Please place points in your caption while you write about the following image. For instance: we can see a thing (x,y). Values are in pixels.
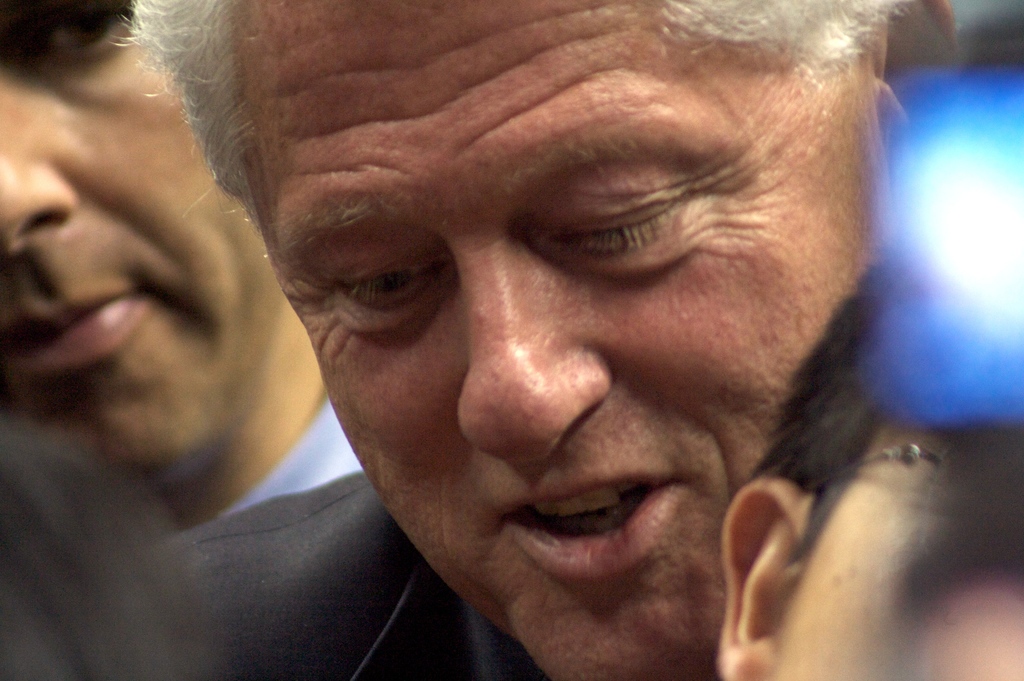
In this image we can see few persons (416,355) and on the right side (1012,126) we can see an object (984,213) which looks like a light (979,260).
